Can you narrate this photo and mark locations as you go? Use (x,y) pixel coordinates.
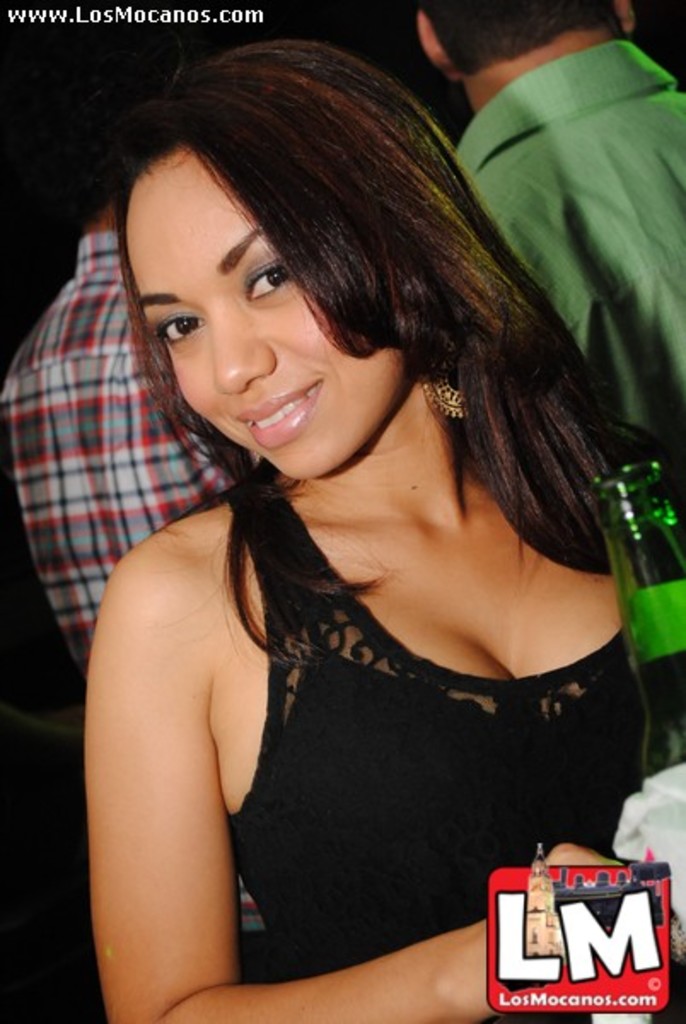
This picture shows a woman (289,444) smiling and wearing a black dress (400,829). In front of her there is a bottle (674,662). In the background (588,203) there are two men (70,430) standing.
